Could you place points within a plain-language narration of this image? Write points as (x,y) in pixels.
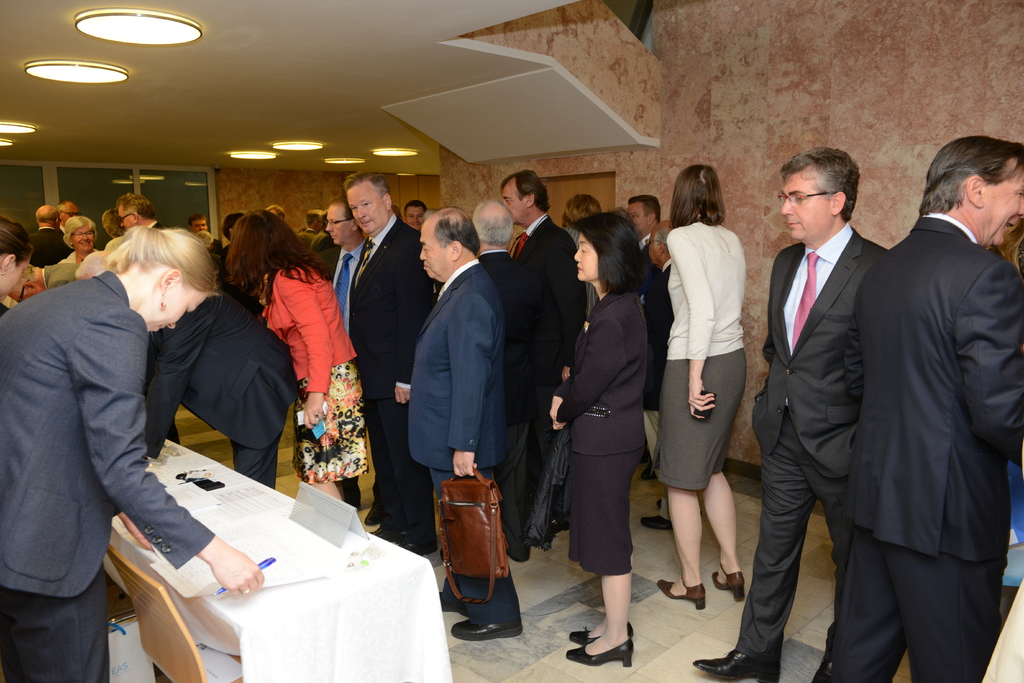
In this image there are a few people (441,277) standing, in front of them there is a desk (187,458), on the desk (231,479) there are few papers (246,530), on the other side of the desk (246,530) there is a woman (97,400) standing by holding a pen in her hand (213,565), in front of the woman (122,480) there is a chair (144,575), at the top of the image (170,36) there are lamps (157,38), in the background of the image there is a glass window (190,198).
